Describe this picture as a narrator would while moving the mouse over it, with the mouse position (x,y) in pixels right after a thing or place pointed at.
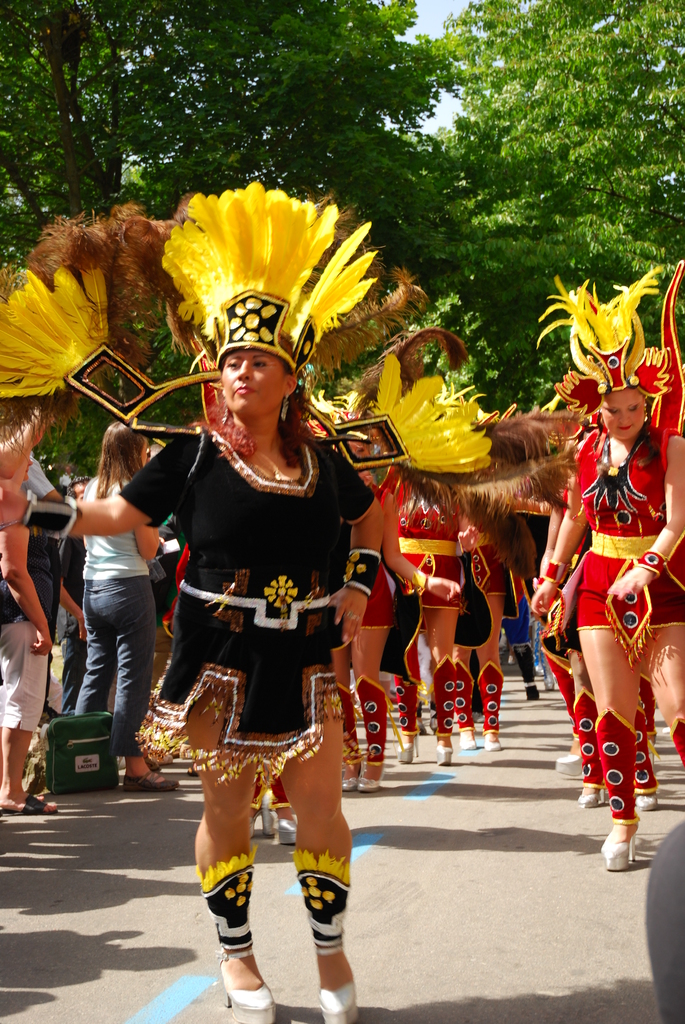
In this image there are few women (664,646) wearing a different colorful clothes (652,498) visible on the road (50,903), behind them there are few people (24,480), a bag (81,740) visible on the road (102,818), in the middle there are some trees (475,63), at the top (407,28) there is the sky (431,21).
